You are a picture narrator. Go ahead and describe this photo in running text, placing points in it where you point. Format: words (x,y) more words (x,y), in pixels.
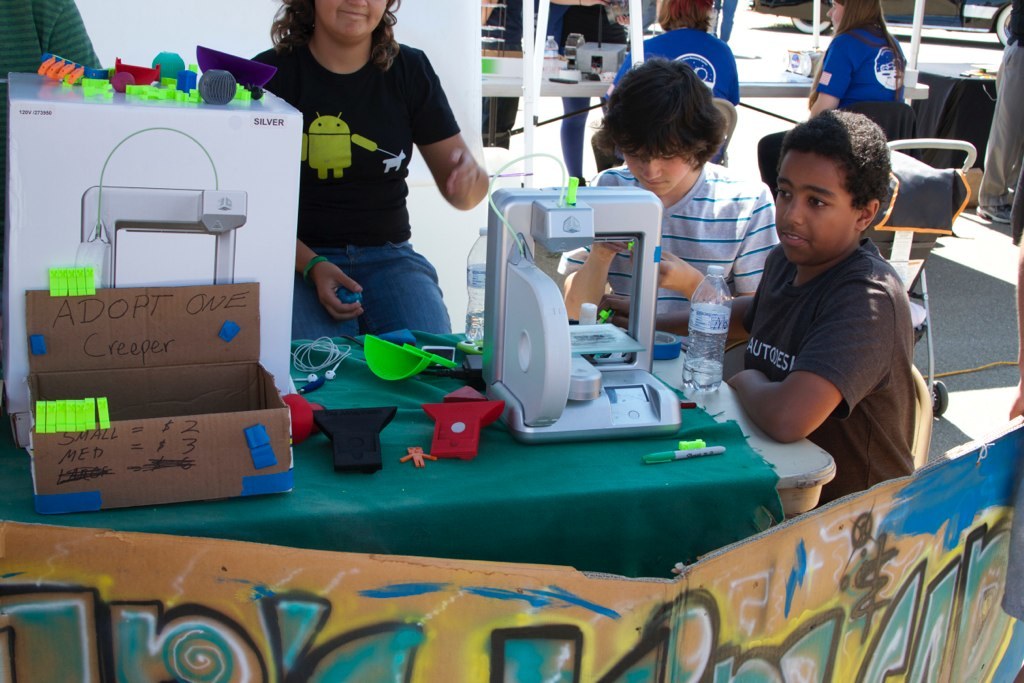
In this picture we can see women (425,137) and two boys (898,337) in front of a table (424,464) and on the table (441,478) we can see box (279,370) and a machine (649,417), water bottle (698,387). On the background (870,78) we can see few persons (881,73). This is a cart wheelchair (930,203).
